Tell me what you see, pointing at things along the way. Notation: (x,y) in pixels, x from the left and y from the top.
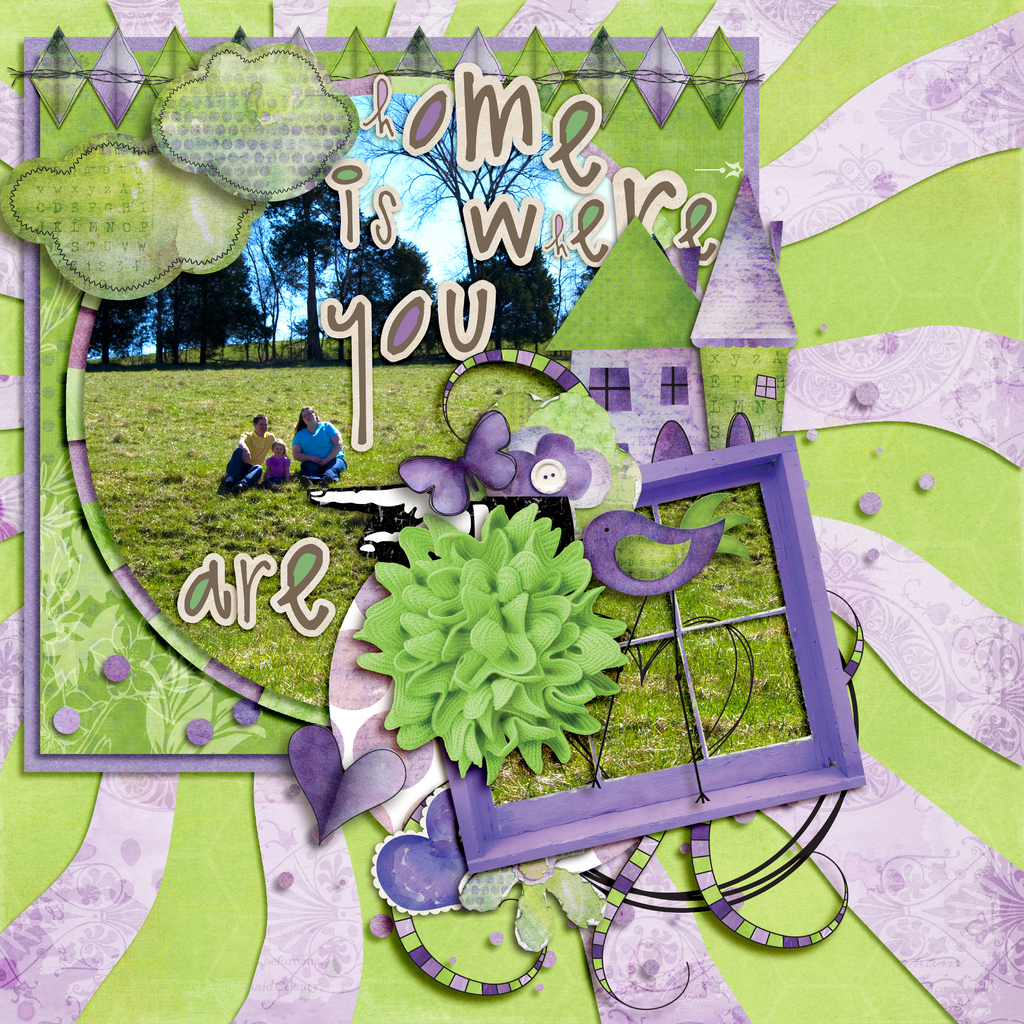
In the picture I can see a greeting card (475,402) which has a picture (170,442) and something written on it.
